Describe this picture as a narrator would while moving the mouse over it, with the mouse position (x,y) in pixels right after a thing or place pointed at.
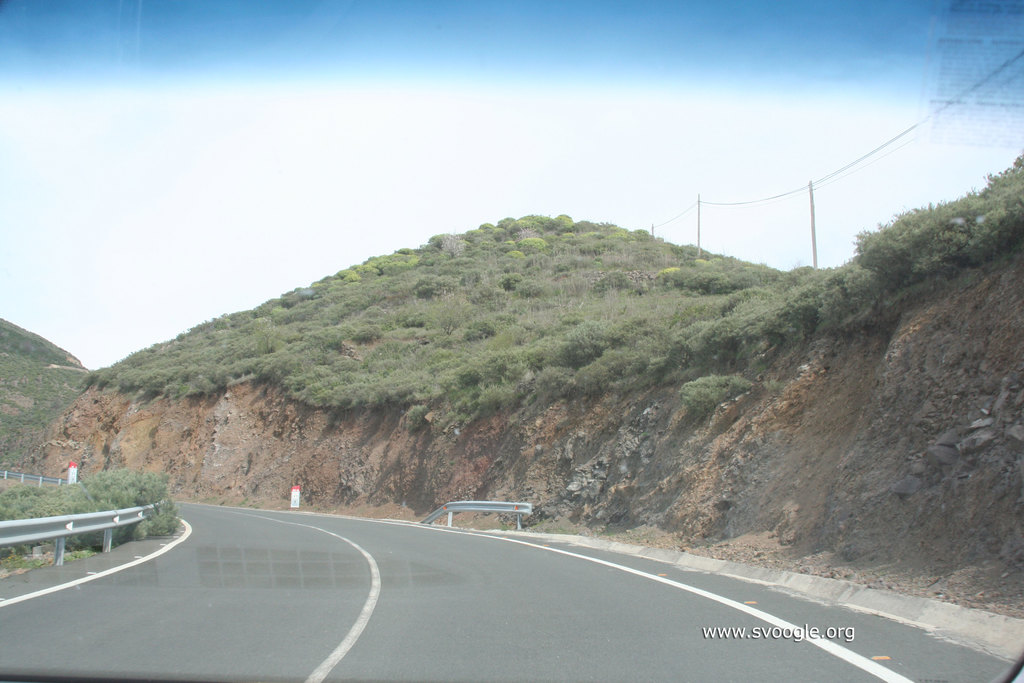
In this image we can see the road (339,551), hills (37,379), pole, wires (838,170), trees (484,395) and sky (365,243) in the background (382,146).
